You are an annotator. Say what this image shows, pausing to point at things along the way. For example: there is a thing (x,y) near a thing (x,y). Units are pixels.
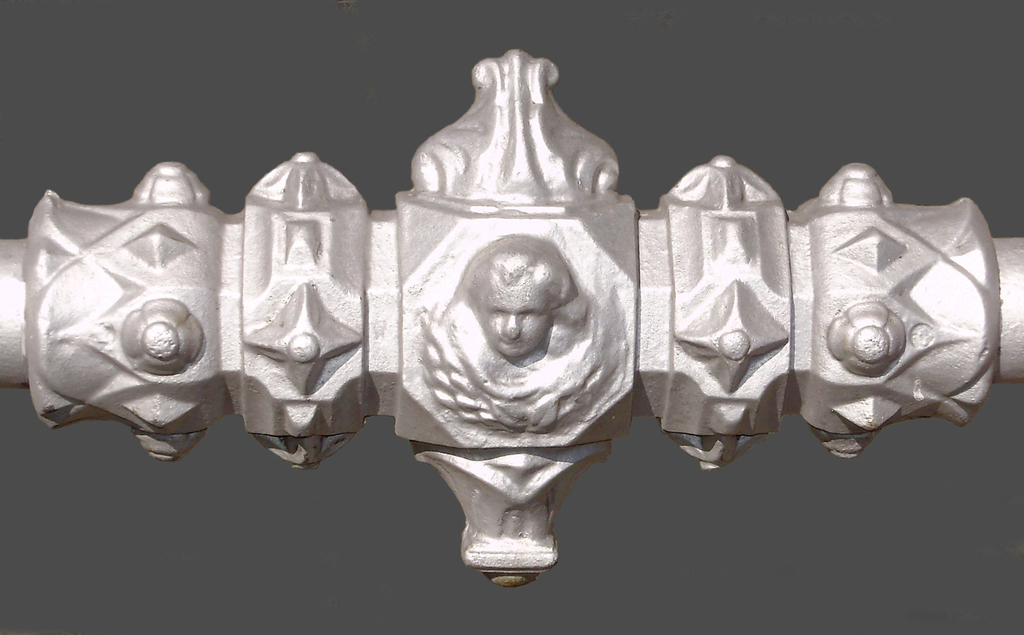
In this image we can see an object (842,206) and in the center of the object (524,295) we can see some persons structure (501,301).
